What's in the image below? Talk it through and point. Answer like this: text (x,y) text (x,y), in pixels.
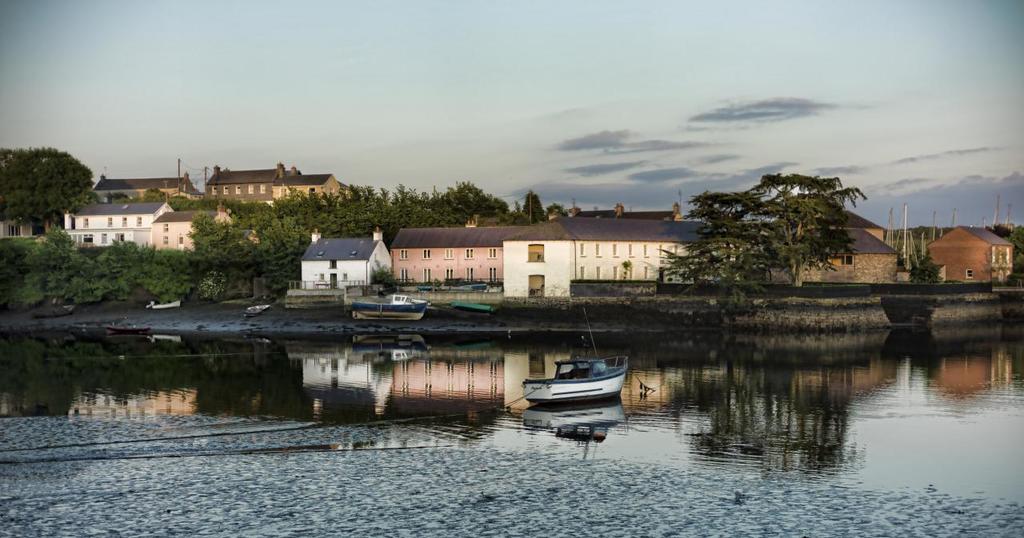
In the background (711,70) we can see sky (713,121), buildings (107,234) and trees (806,254). We can also see water (697,393) and boats (407,313).
